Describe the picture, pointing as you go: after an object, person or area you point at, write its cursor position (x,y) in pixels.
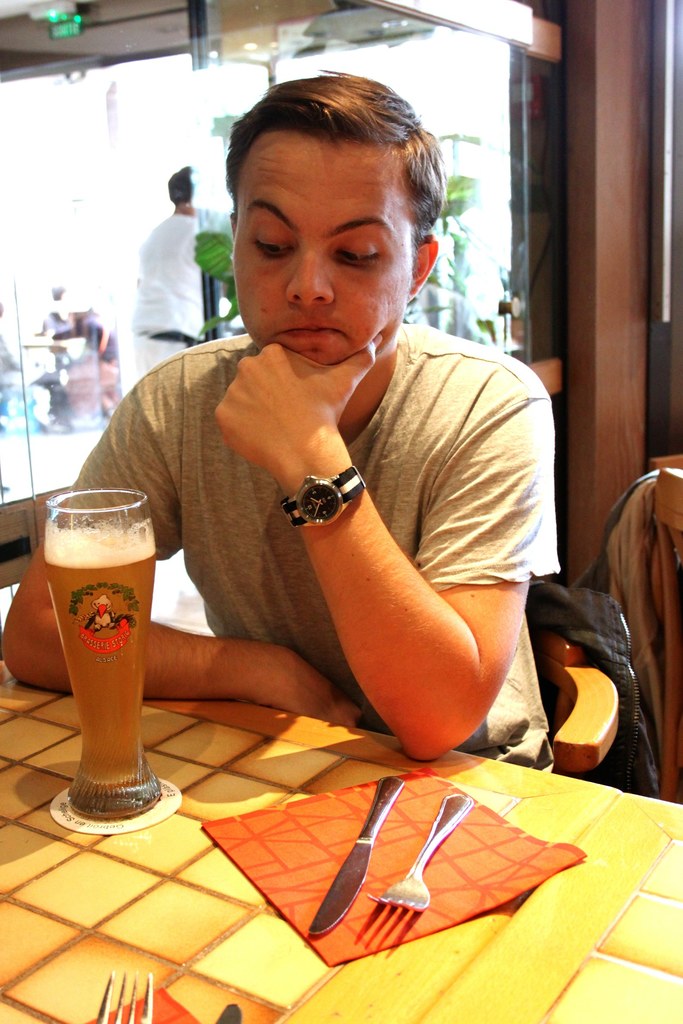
In this picture I can see a man (379,609) sitting on a chair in front of a table (23,733). On the table (51,743) I can see glass (127,767), knives (357,853), forks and other objects (262,841). In the background (186,288) I can see a person (174,281) and some other objects (23,418).
